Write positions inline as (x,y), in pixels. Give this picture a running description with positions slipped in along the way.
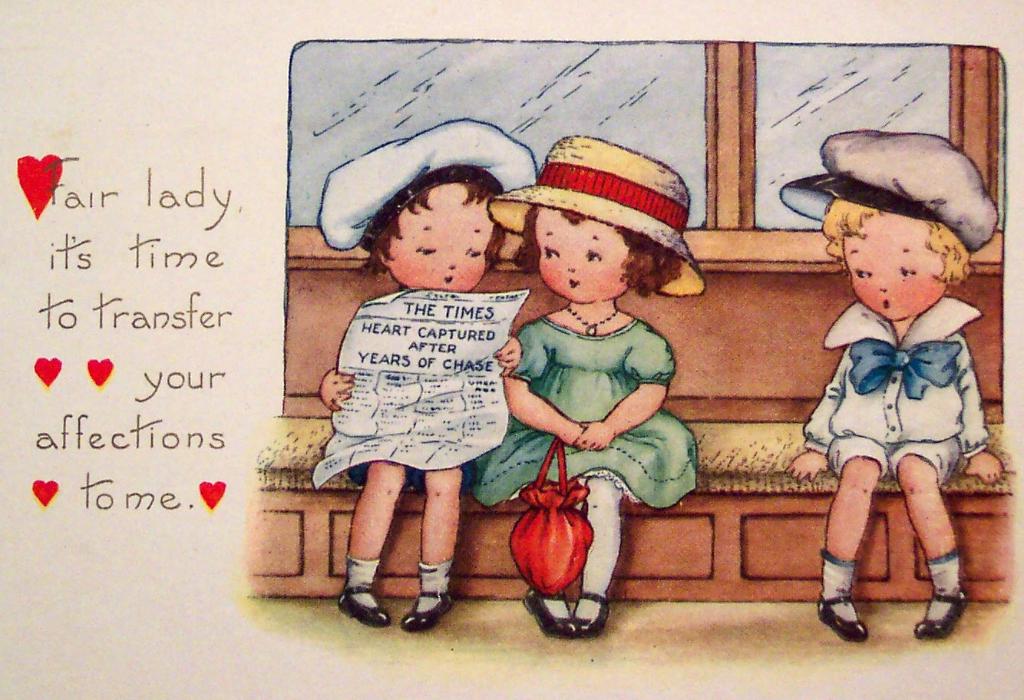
This is a depiction, in this image there are three kids (833,393) sitting on a bench (499,512), one is reading the newspaper (428,388), on the left side (128,434) there is text (137,246).
